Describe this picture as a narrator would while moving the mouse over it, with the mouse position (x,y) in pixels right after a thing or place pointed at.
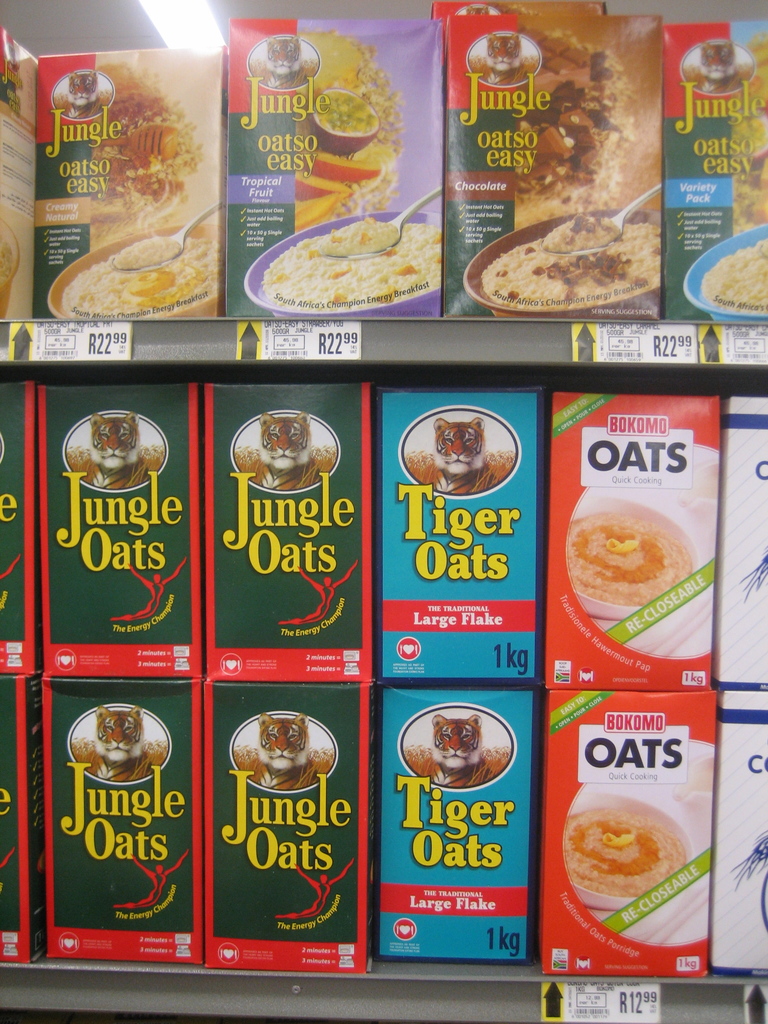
In this image there are boxes (347,396) with some text (410,522) and images (436,469) on it and there is a light (184,28) on the top (188,11).
